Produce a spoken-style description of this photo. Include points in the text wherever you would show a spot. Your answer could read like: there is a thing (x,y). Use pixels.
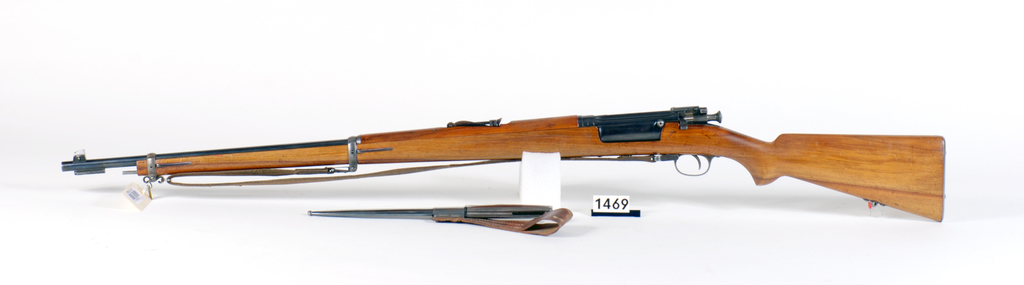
In this image we can see a bayonet (460,217) and a rifle (470,155) placed on the surface (485,235).
